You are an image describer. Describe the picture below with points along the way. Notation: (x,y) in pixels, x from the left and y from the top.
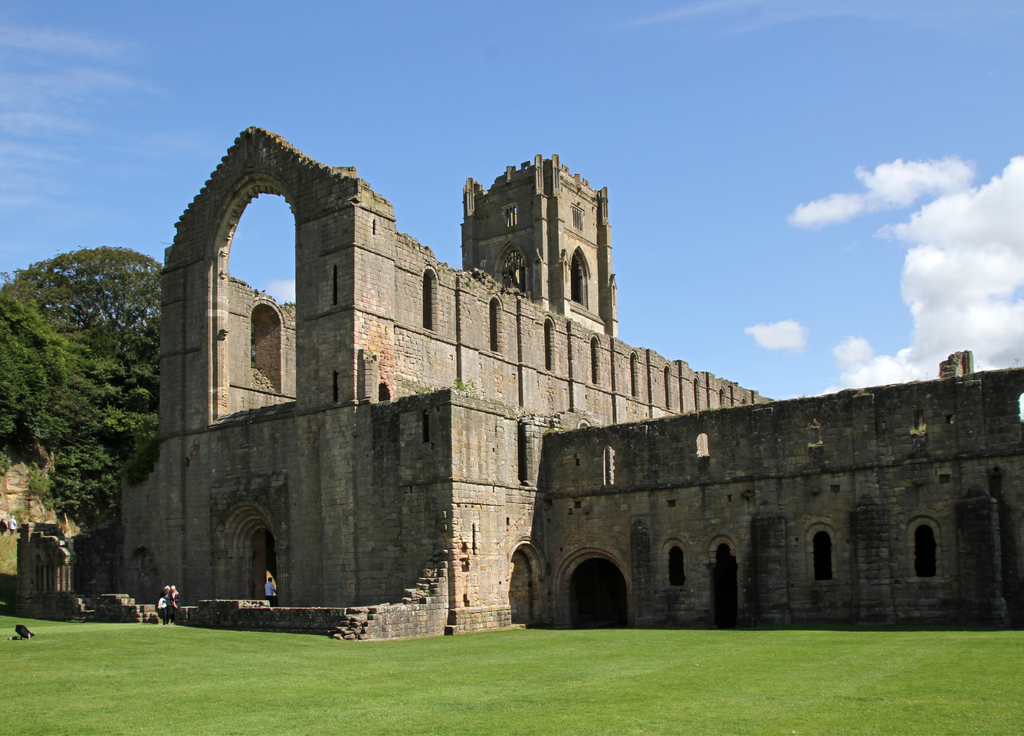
In the picture I can see Fountains Abbey (589,429) and there is greenery ground (407,699) and few persons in front of it and there are trees (117,302) in the left corner (80,320) and there are few clouds (943,292) in the right corner (944,281).
